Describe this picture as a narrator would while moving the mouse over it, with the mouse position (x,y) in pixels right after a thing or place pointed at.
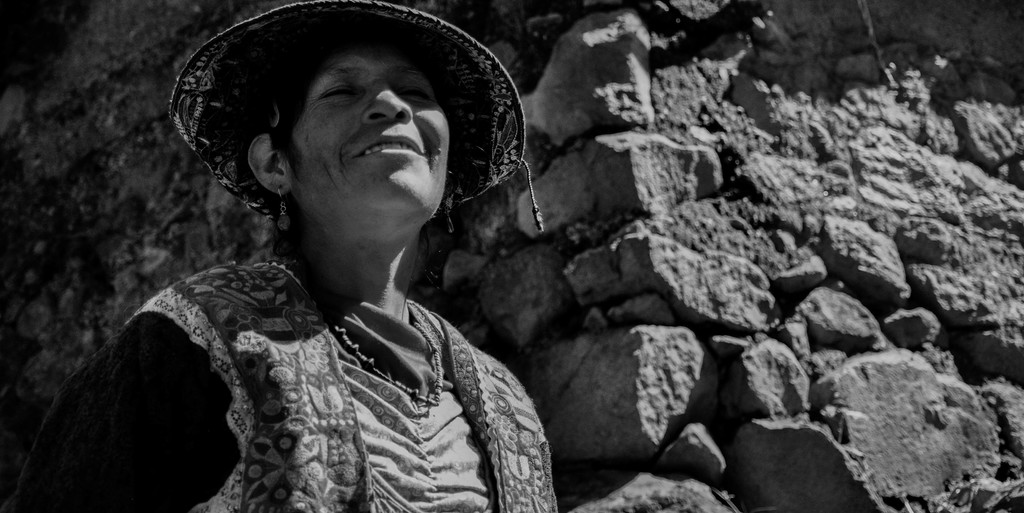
This is a black and white image. In this image we can see woman (273,326) standing and wearing hat (312,51). In the background (212,180) there is wall (585,242).
